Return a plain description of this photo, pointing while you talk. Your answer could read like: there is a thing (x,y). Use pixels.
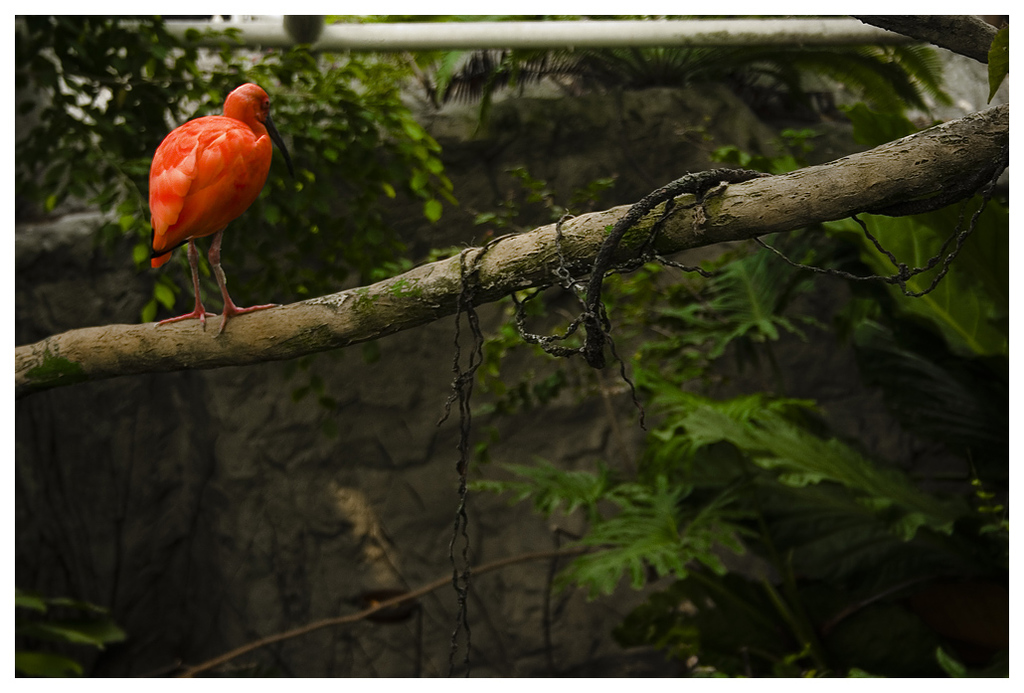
In this image, we can see a bird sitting on the stick (893,178) and we can see some green plants (126,108).
